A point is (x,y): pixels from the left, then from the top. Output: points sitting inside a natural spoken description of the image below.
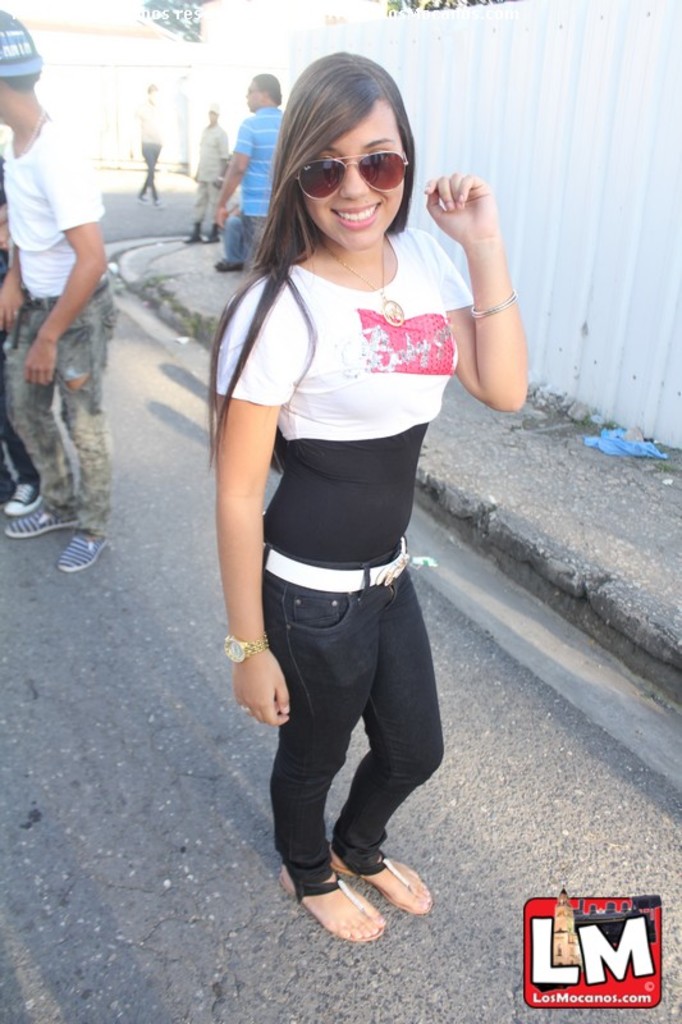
In the center of the picture (230,373) there is a woman (351,429) standing. On the left (47,269) there are people (45,313) standing. In the background (152,130) there are people (148,138) walking down the road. In the background (182,78) there are trees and buildings (170,94). On the right (551,434) there is a footpath (551,526).
